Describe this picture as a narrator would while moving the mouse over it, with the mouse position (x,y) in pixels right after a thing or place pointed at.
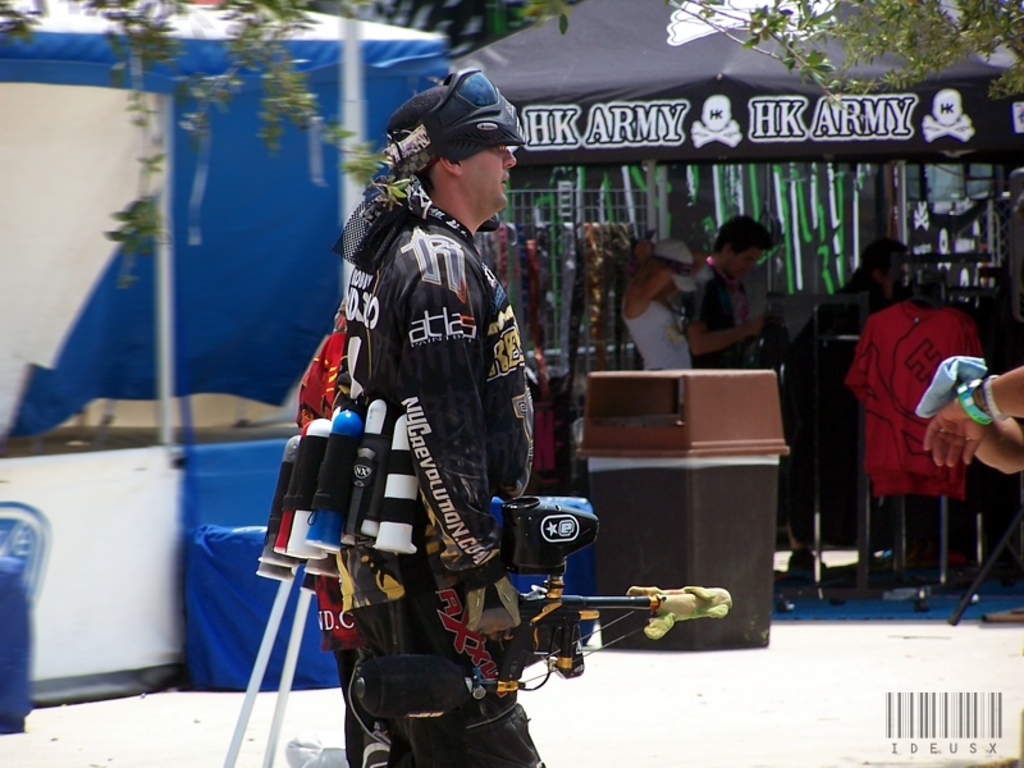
There is a person (470,502) in the center of the image (480,432), it seems like a gun (511,632) in his hand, there are some other items (356,509) behind him, there are stalls (219,234), people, trees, text (563,148) and trash bin (616,487) in the background area (598,409).
